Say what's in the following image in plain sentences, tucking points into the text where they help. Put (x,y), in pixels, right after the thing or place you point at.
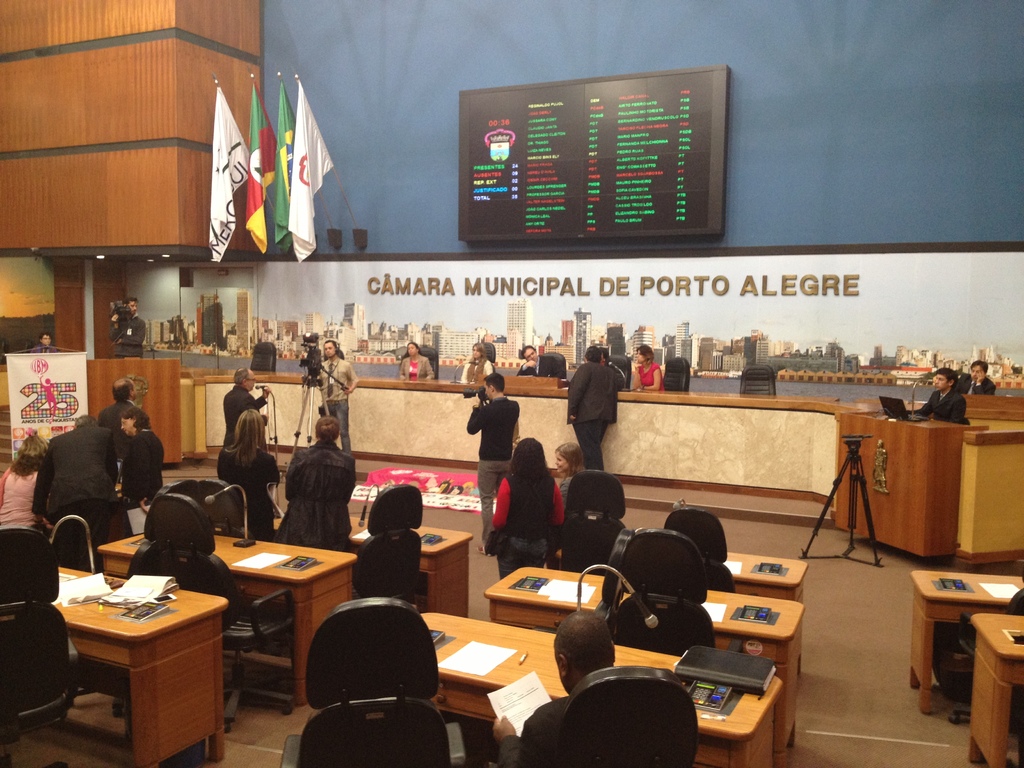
As we can see in the image there is a wall (426,80), banner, flags (307,156), few people (107,433) sitting and standing over here and there are chairs (56,657) and tables (218,623). On tables (338,581) there are papers (552,589), books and mics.
